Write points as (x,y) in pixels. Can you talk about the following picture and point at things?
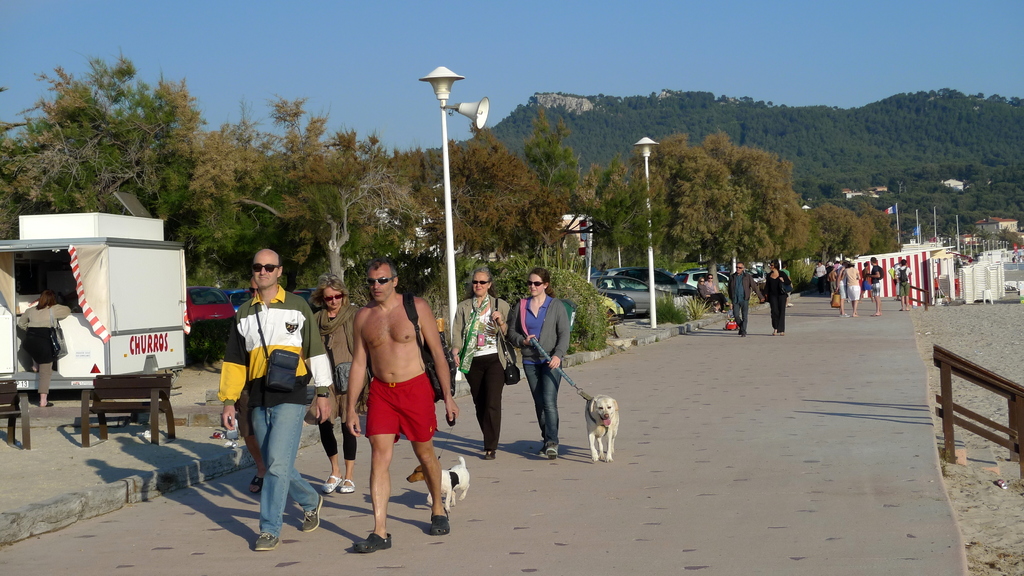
In the center of the image (473,370) we can see some persons (311,335) are walking, some of them are carrying dog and bag (421,348). In the background of the image (559,273) we can see cars (235,303), truck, lamp (446,79), poles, trees (698,230) and some persons (903,289), wall (940,258), hills (601,154) are there. At the bottom of the image (846,527) there is a road (837,511). At the top of the image (764,55) there is a sky (779,70). On the left side of the image (106,392) we can see benches (142,409) are there.
